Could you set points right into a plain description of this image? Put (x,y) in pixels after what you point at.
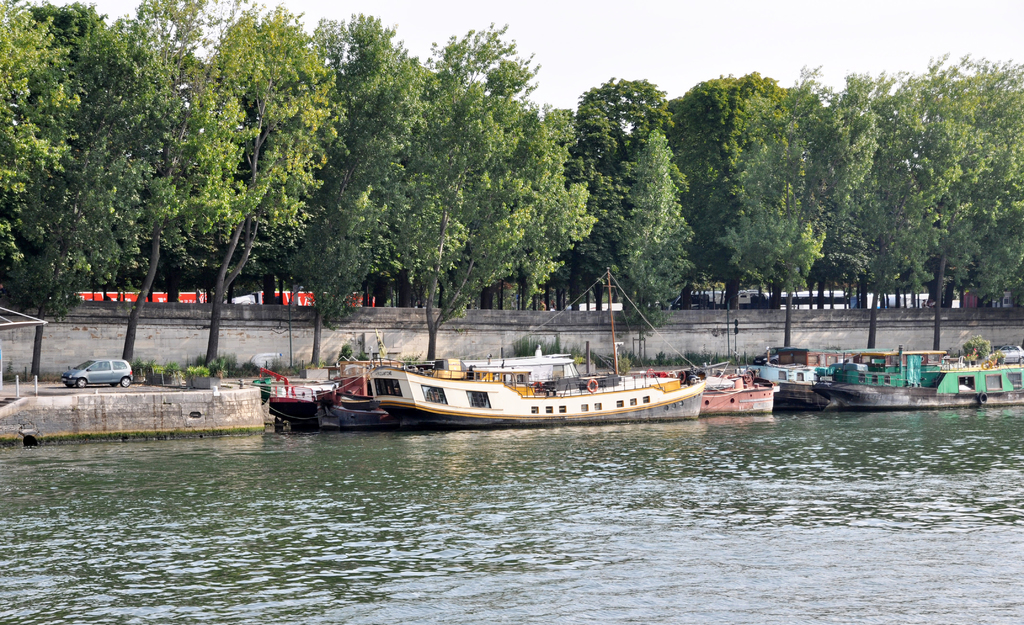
In this picture, it seems like boats (622,391) on the water surface (382,448) and a dock (124,422) in the foreground (145,395), there are plants (171,368), a vehicle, it seems like a train (306,302) behind the trees (470,193) and the sky (596,35) in the background (747,164).
